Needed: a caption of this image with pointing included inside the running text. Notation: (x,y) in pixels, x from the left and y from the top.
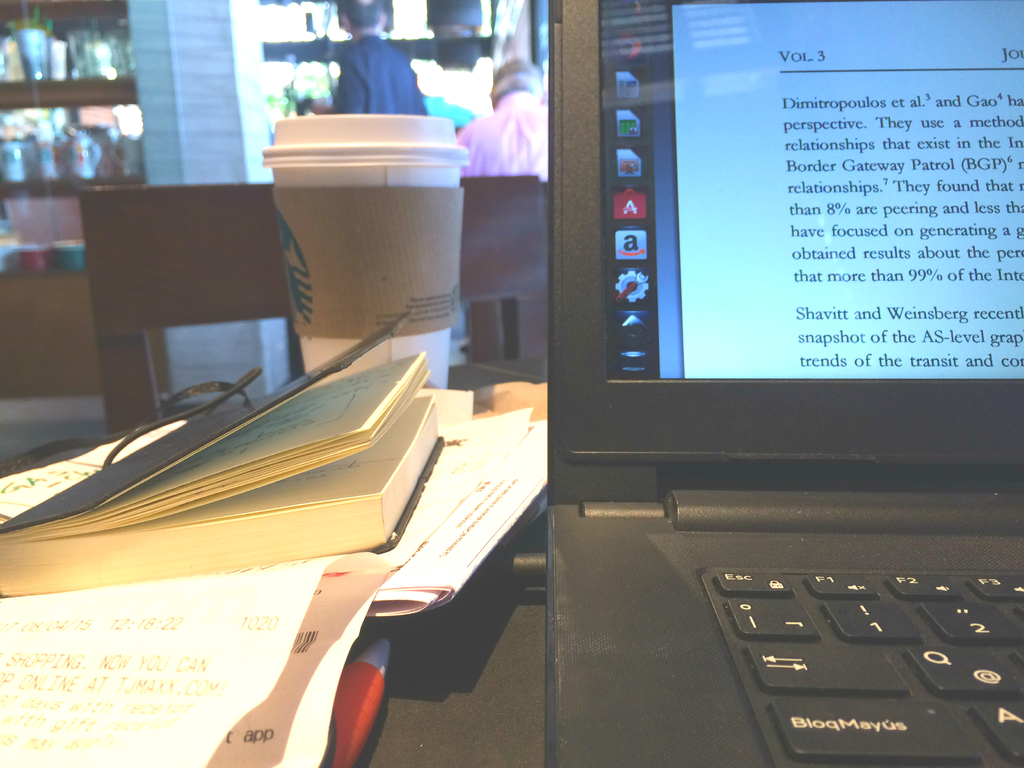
In the image we can see there is a laptop (790,300) which is kept in front of the image and there is a book (334,440) beside it there is a coffee glass (367,173) and at the back (374,49) there are two people (390,82).
